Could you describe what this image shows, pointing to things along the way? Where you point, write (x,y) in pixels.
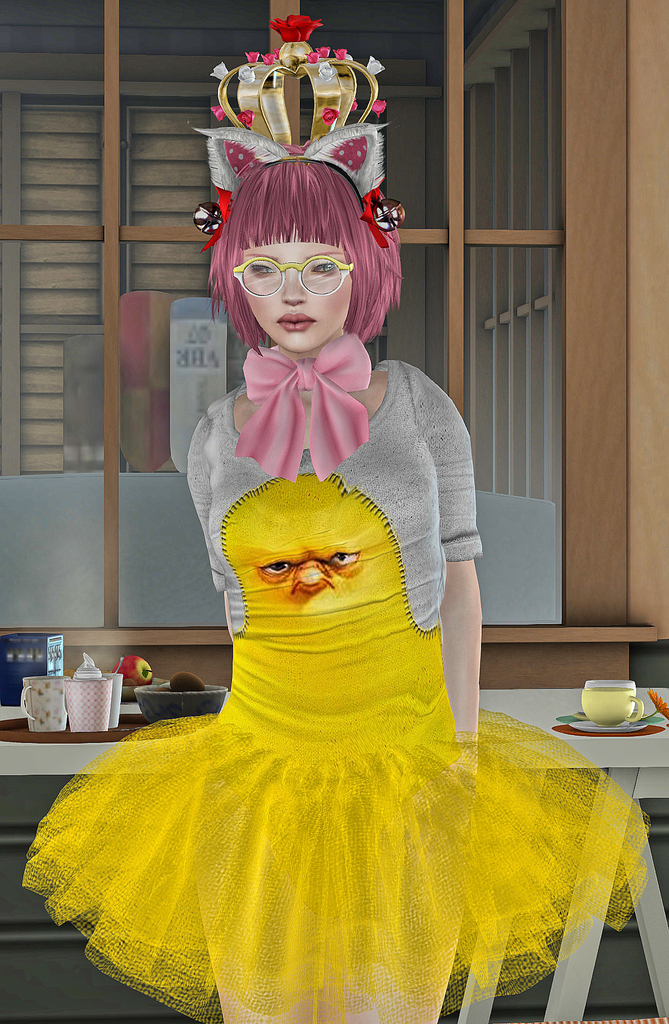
In the image I can see animated image of a girl (294,315). In the background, I can see table (625,746), cups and food items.
